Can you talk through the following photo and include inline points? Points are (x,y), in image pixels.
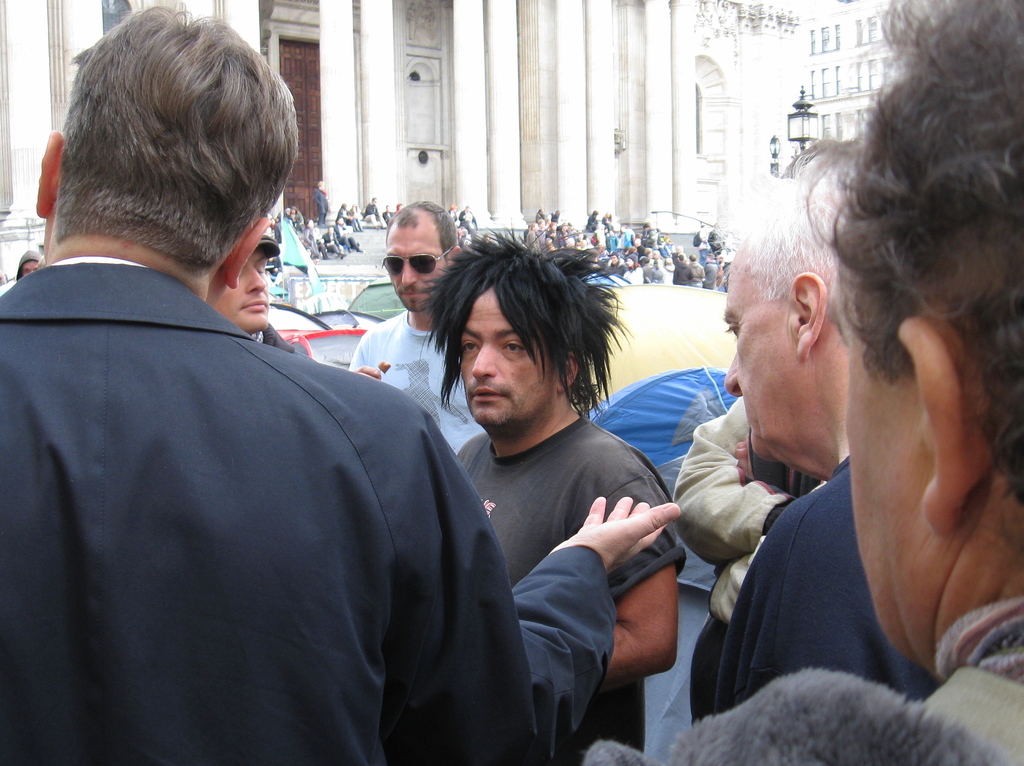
There are many people (456,445). In the background (604,111) there is a building (436,80) with pillars (391,99). Also there are many people (373,200) sitting on the steps (395,218).
